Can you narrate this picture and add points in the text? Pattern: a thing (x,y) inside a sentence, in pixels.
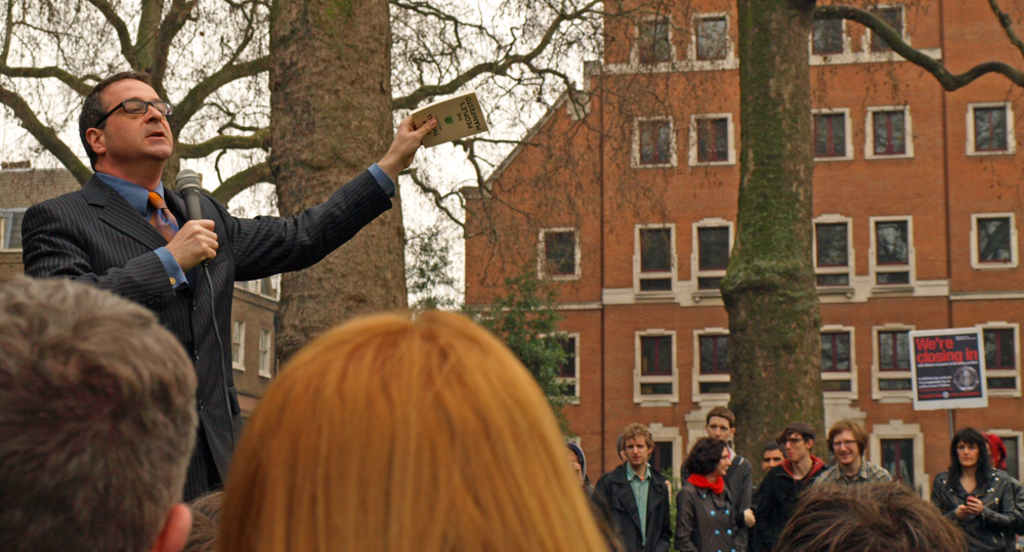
In this image, we can see a man (196,235) standing and he is holding a microphone (188,200), there are some people (533,549) standing, there are some trees (329,264), we can see a building (615,453) and there are some windows (881,135) on the building (817,140).
